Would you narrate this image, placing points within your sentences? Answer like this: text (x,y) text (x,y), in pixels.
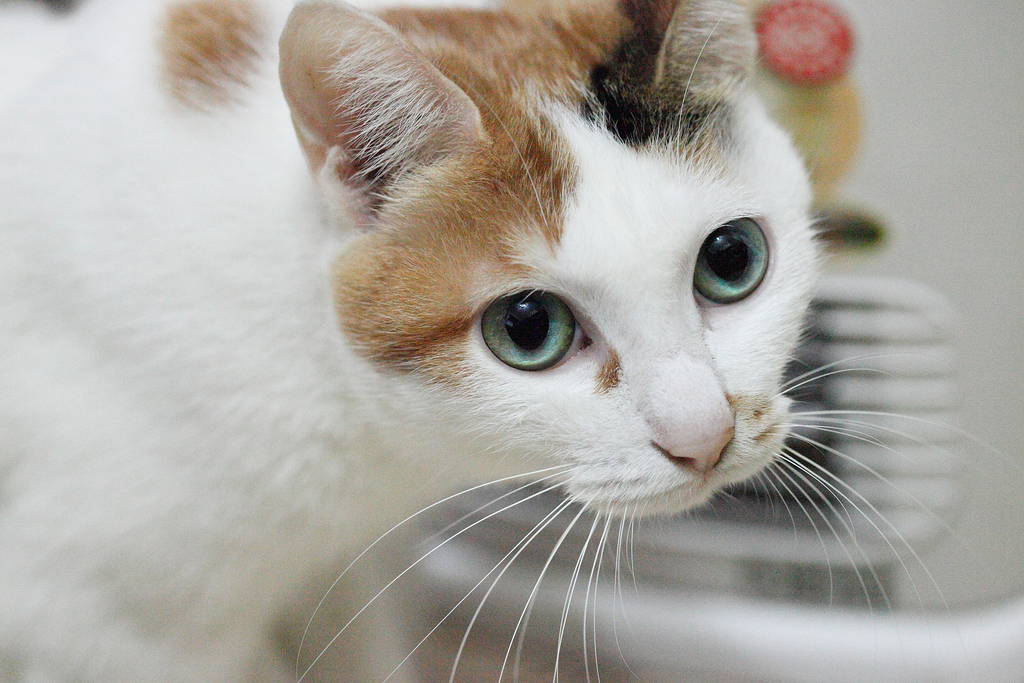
In this image we can see a cat (629,317). The background (987,190) is blurry.
